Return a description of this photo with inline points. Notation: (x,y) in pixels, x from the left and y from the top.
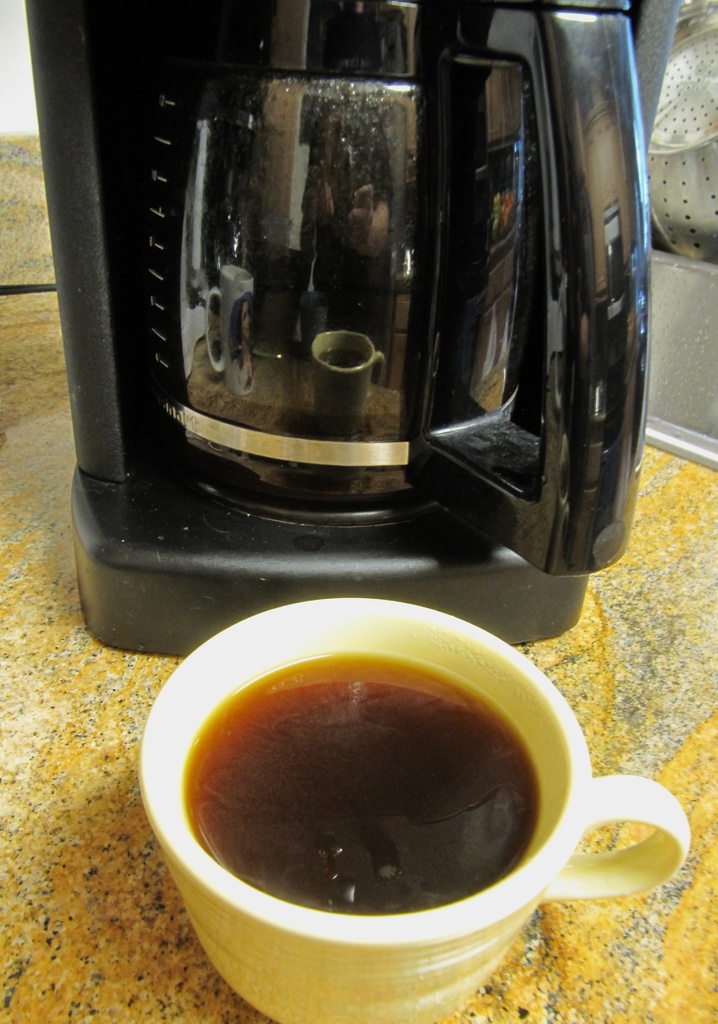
In this image there is a coffee cup (390,762) and a kettle (344,562) on a surface (645,537).
